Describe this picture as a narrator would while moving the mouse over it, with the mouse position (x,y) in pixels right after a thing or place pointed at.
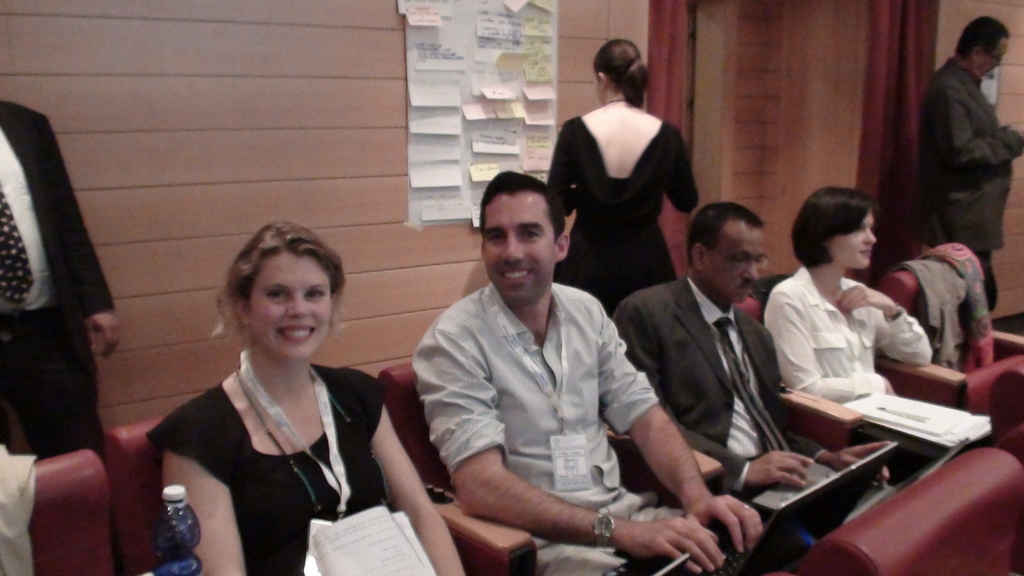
In this image there are some persons (715,427) are sitting at bottom of this image (649,456) and there is a bottle (180,568) at left side of this image (155,562) and there is one person (79,246) standing at left side of this image (14,262) is wearing black color dress (55,242) and there is a wall (270,108) in the background (258,135). There is one woman (619,195) standing in middle of this image (612,205) is wearing black color dress (658,188) and one person (936,127) standing at right side of this image (974,119), and there is a wall poster (474,93) at top of this image (491,108) and there are some chairs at bottom of this image (971,517).
